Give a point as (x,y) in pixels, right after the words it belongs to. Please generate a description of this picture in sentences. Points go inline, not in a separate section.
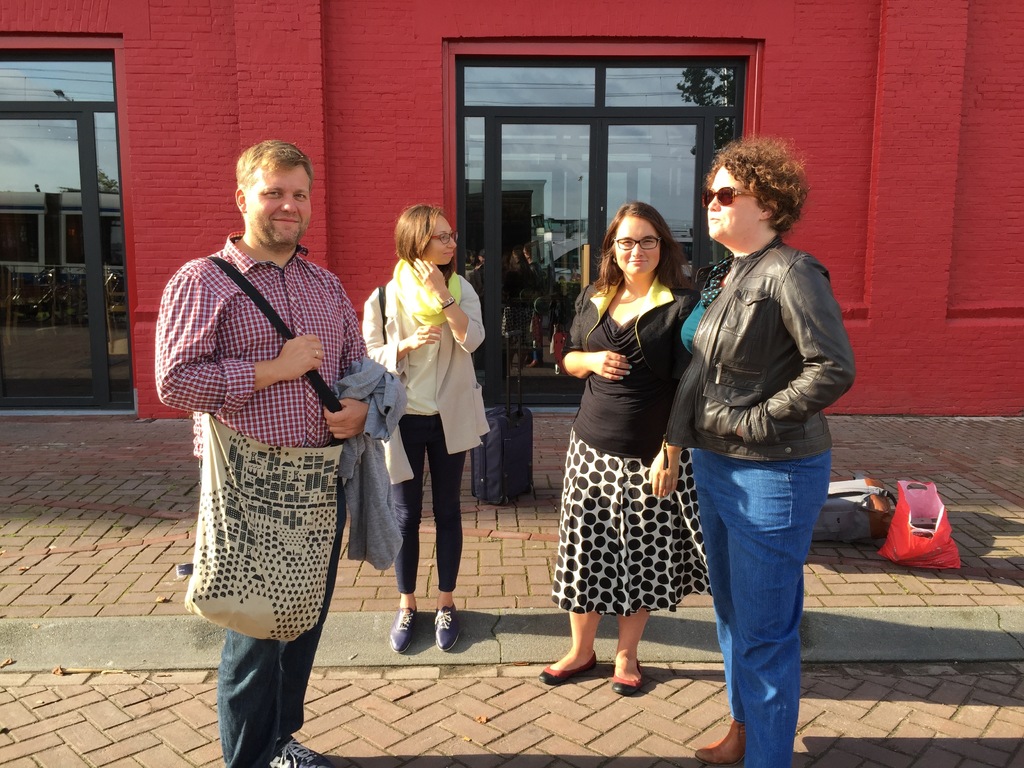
In this image, we can see people (601,338) standing and one of them is wearing a bag (338,463) and holding a cloth (365,389) and other is wearing a scarf (429,307) and a bag (383,285). In the background (360,35), there is a building (213,65) and we can see doors (628,145). At the bottom (908,518), there are bags (873,481) on the road (108,520).
